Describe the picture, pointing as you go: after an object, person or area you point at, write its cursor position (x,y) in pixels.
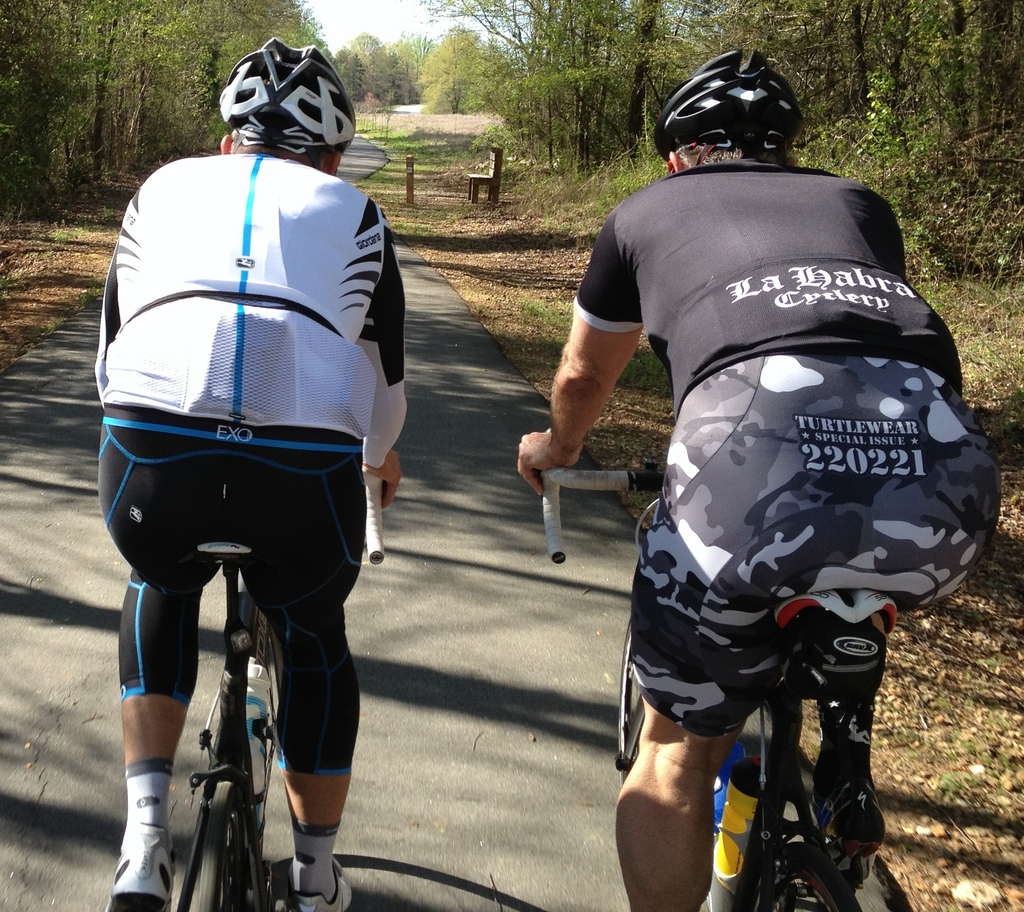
In the foreground of the picture (352,384) there are two people (837,391) riding bicycles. In the center of the picture (472,316) there are trees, bench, dry leaves (453,209), plants (616,177) and grass (568,190). In the center of the background (376,67) there are trees (387,56). Sky (365,28) is sunny.
